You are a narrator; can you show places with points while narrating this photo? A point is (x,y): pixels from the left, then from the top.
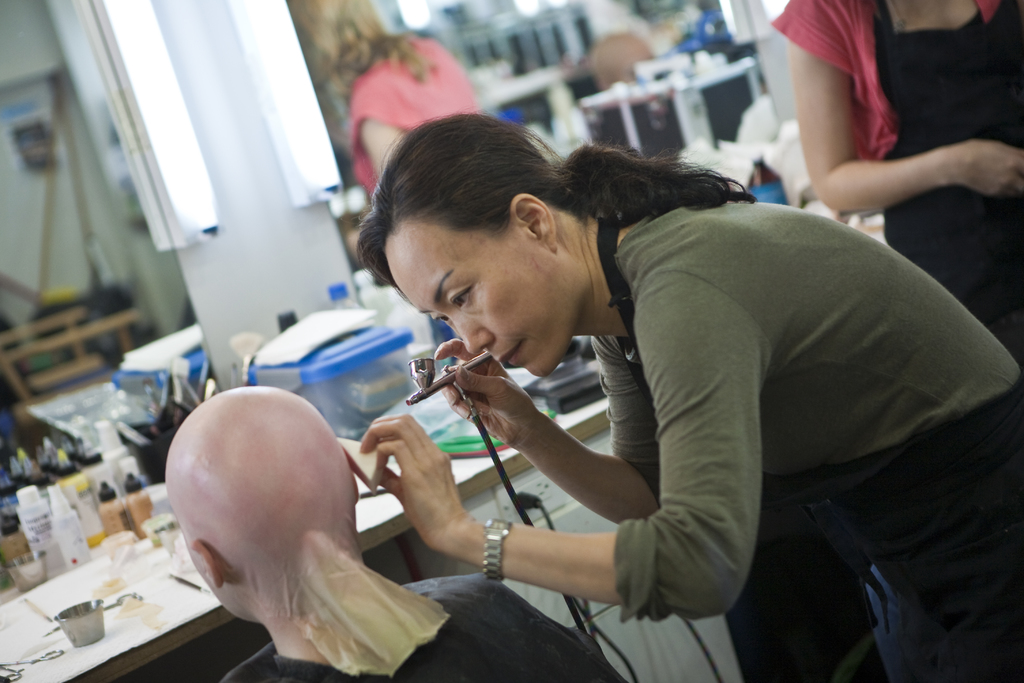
In this image I can see few women (574,268) and here I can see she is holding an object (459,378). In the background (648,104) I can see mirrors (48,214), a box (360,374), few bottles (373,297) and few other stuffs (158,468). I can also see this image is little bit blurry from background (549,29).
